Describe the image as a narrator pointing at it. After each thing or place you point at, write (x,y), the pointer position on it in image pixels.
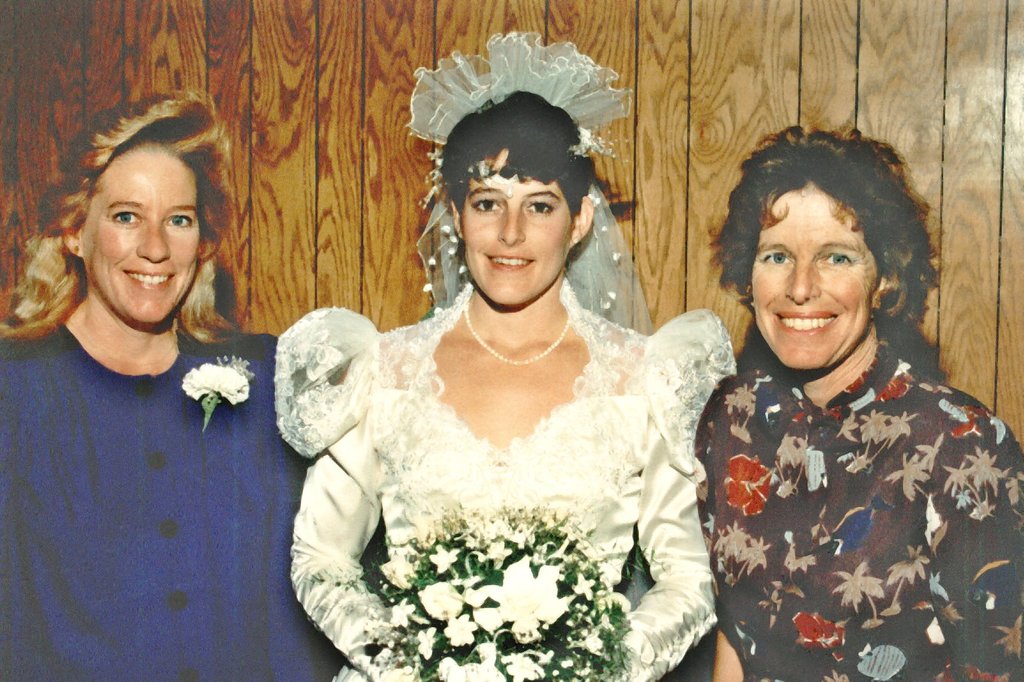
In this image, we can see persons (382,426) wearing clothes (252,588) in front of the wooden wall (891,31).
